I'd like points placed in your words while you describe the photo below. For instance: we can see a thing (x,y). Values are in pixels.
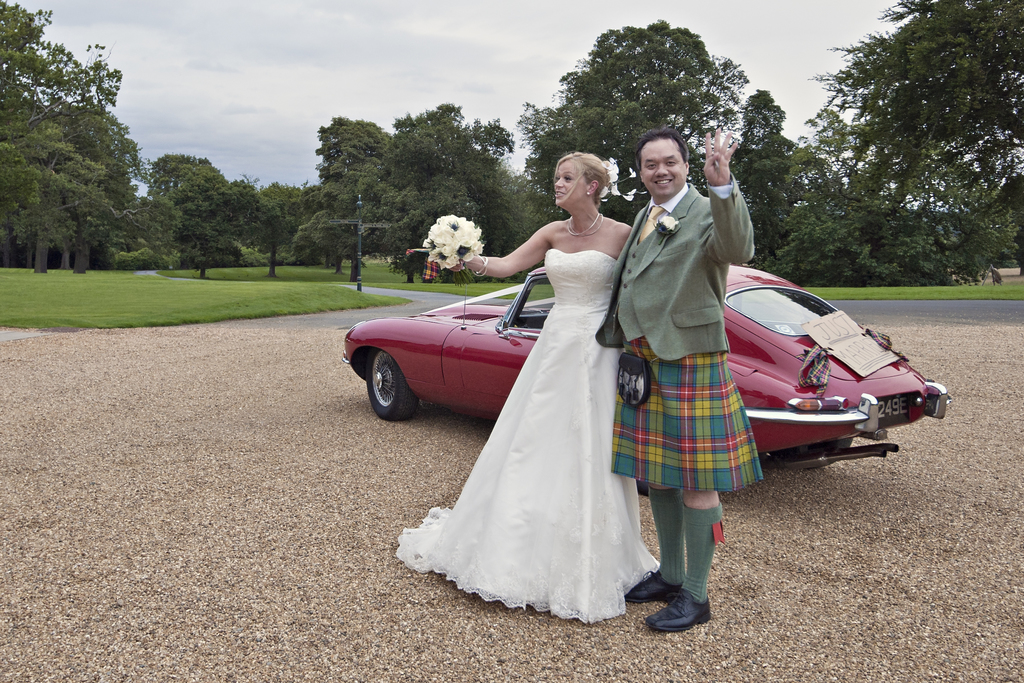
In the picture we can see a man (646,446) and a woman (584,452) standing and they are married, man (693,436) is wearing a blazer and woman (572,456) is wearing a white dress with a flower bouquet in her hand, in the background (1000,111), we can see a car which is red in color and we can see some trees (927,150), plants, and sky (133,49) with clouds (279,19).
